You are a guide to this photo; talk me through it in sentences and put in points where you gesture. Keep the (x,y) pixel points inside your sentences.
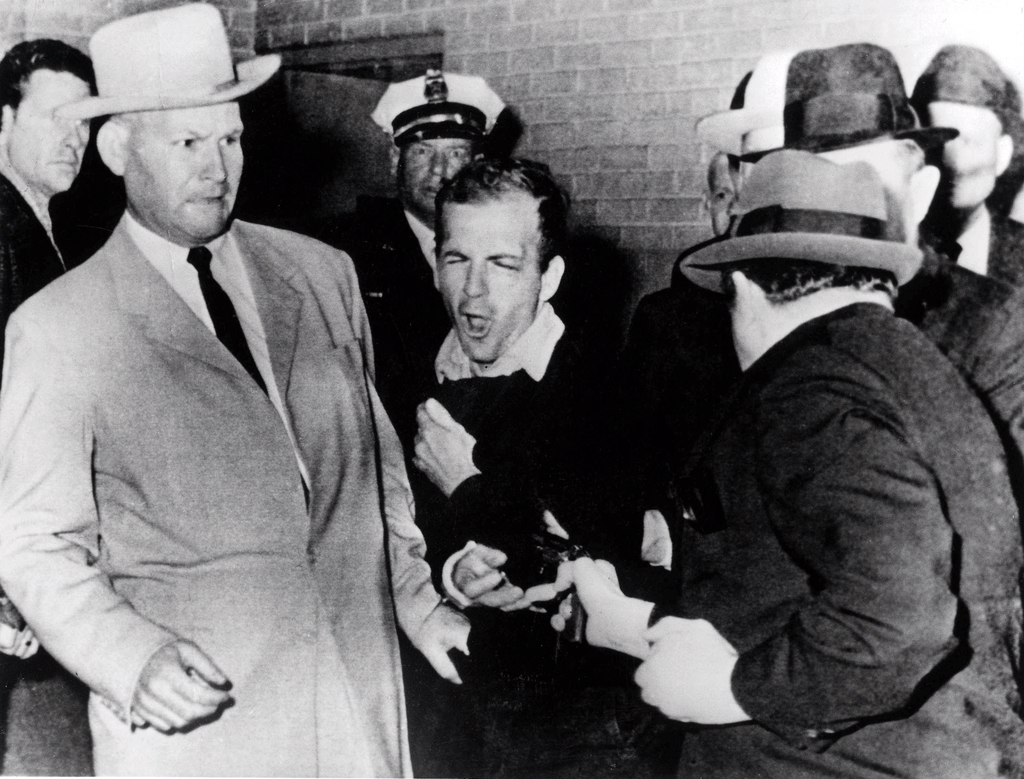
In the picture I can see a few persons (904,352). I can see a man (26,502) on the left side (202,231) is wearing a coat (274,683) and a tie (218,300). There is a man (895,387) on the right side (766,466) is holding a pistol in his right hand (602,581).
